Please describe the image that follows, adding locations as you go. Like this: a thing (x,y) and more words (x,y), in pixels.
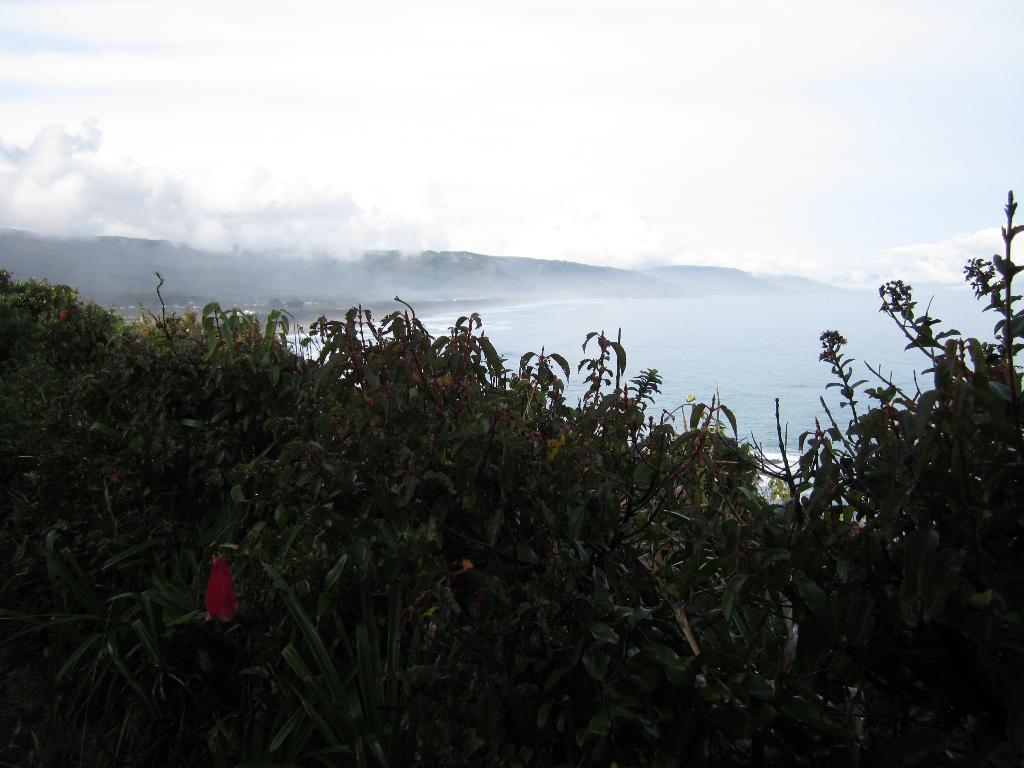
In this picture we can see few plants (664,414), water (692,385), hills (758,279) and clouds (640,246).
